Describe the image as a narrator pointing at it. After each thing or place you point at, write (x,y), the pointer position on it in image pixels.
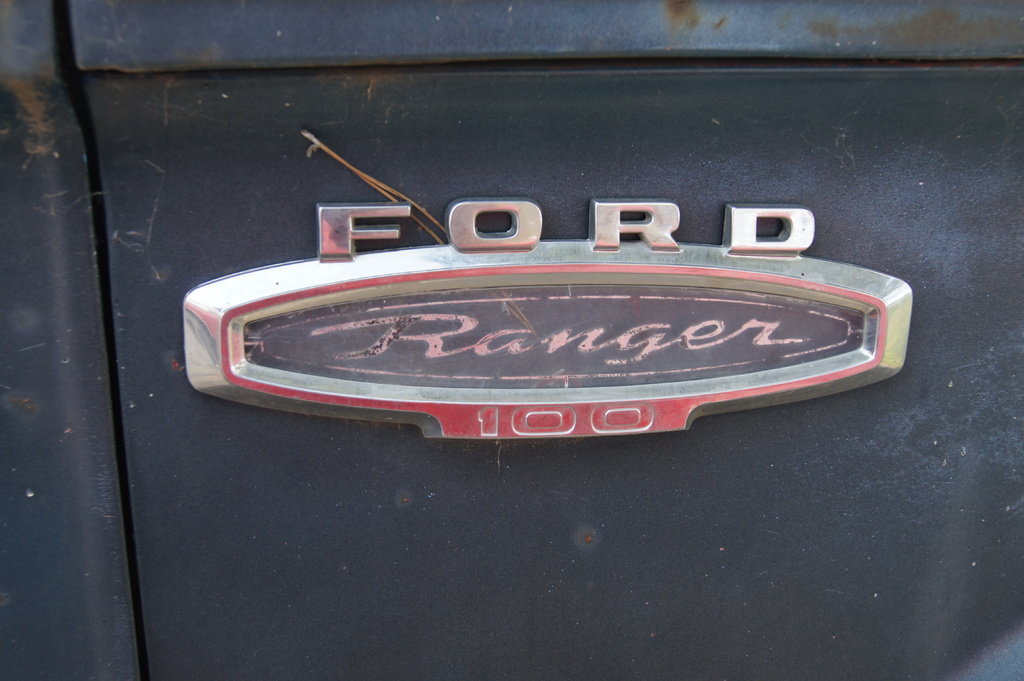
In this image I can see a logo (527,282) which is made up of metal (293,269) and I can see some text (408,325) on it. This is attached to another metal object (563,145).
